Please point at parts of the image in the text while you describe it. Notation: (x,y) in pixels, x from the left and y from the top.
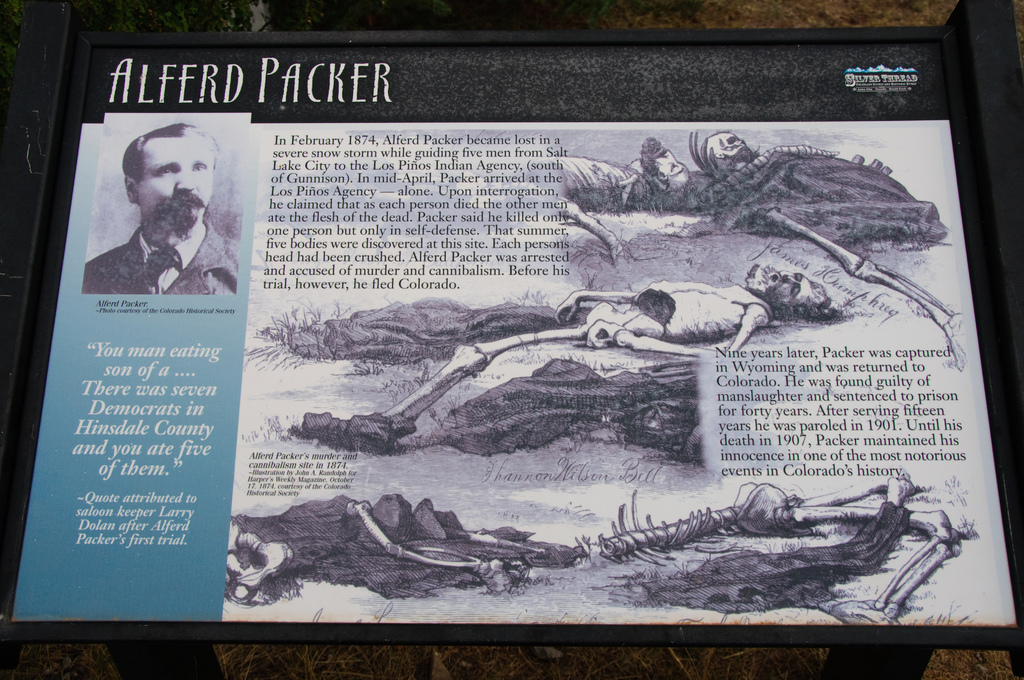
In this image I can see a black colour board (431,299) and on it I can see something is written. I can also see few pictures (739,182) on this board (562,199). On the top left side of the image (173,18) I can see a tree (95,1).
